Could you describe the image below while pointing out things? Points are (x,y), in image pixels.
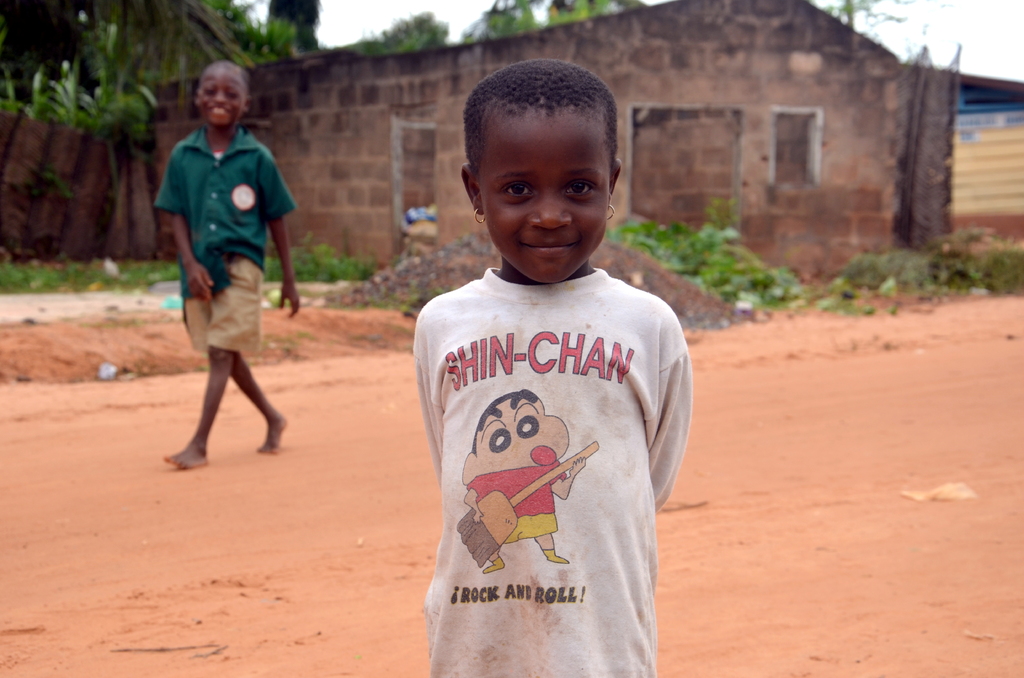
In the image there is a girl (596,180) in white t-shirt (590,541) standing in the front (604,103) and behind there is a boy (205,434) walking on the red dirt road (337,490) and, behind there are homes (421,134) with trees (529,21) behind it.
